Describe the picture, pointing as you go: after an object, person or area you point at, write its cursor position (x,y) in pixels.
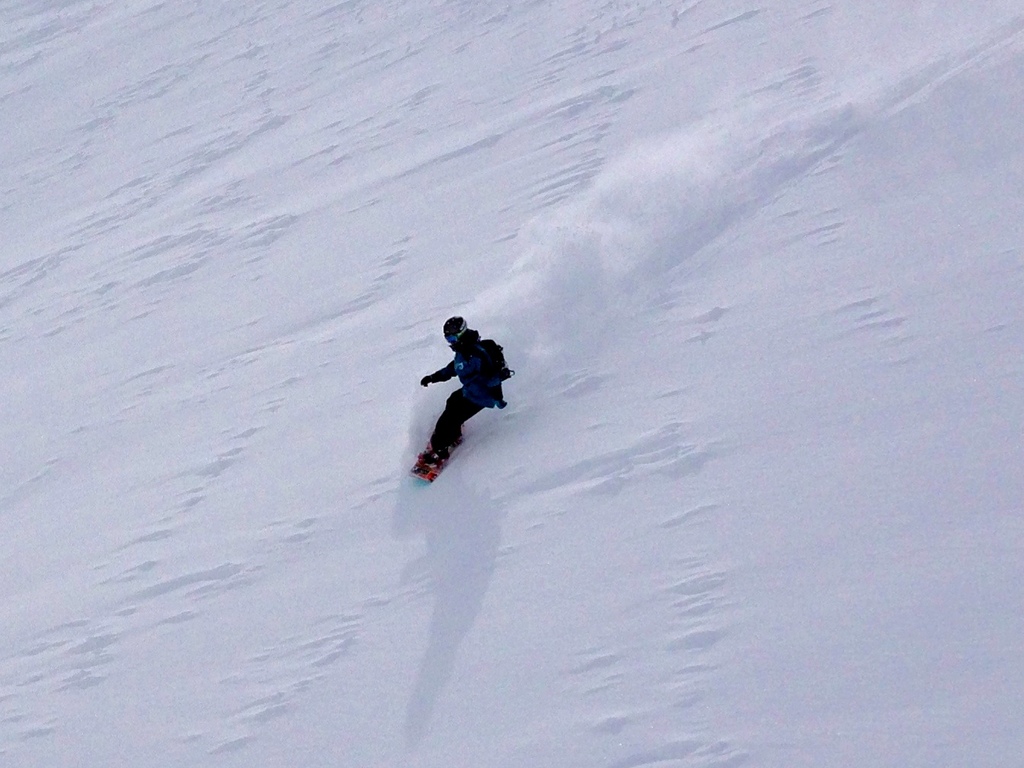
In the image we can see there is a person (436,456) snowboarding on the ground (391,497) and he is wearing jacket (467,354) and helmet (459,338). The ground (479,468) is covered with snow (373,191).
